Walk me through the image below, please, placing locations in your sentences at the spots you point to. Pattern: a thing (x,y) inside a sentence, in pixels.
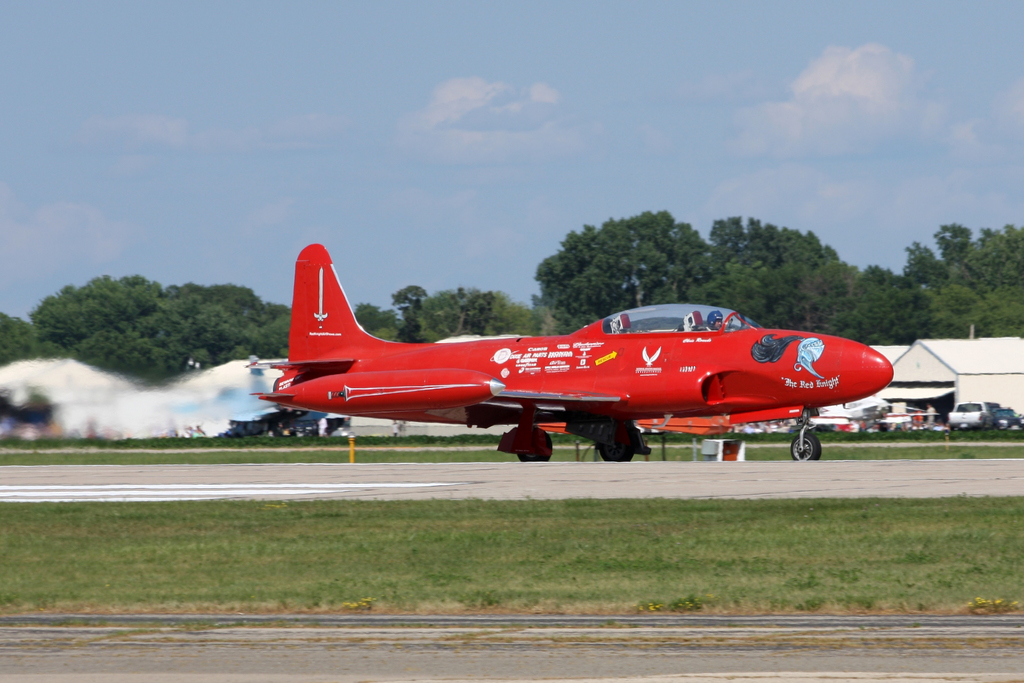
This image consists of a plane (600,388) in red color. It is on the road (996,468). At the bottom (153,600), there is green grass (939,605) on the ground (726,591). In the background (614,274), there are trees (890,289). At the top (323,134), there are clouds (862,83) in the sky (912,234). And we can see the vehicles (993,408) and a small house (923,381) in the background (915,366).
